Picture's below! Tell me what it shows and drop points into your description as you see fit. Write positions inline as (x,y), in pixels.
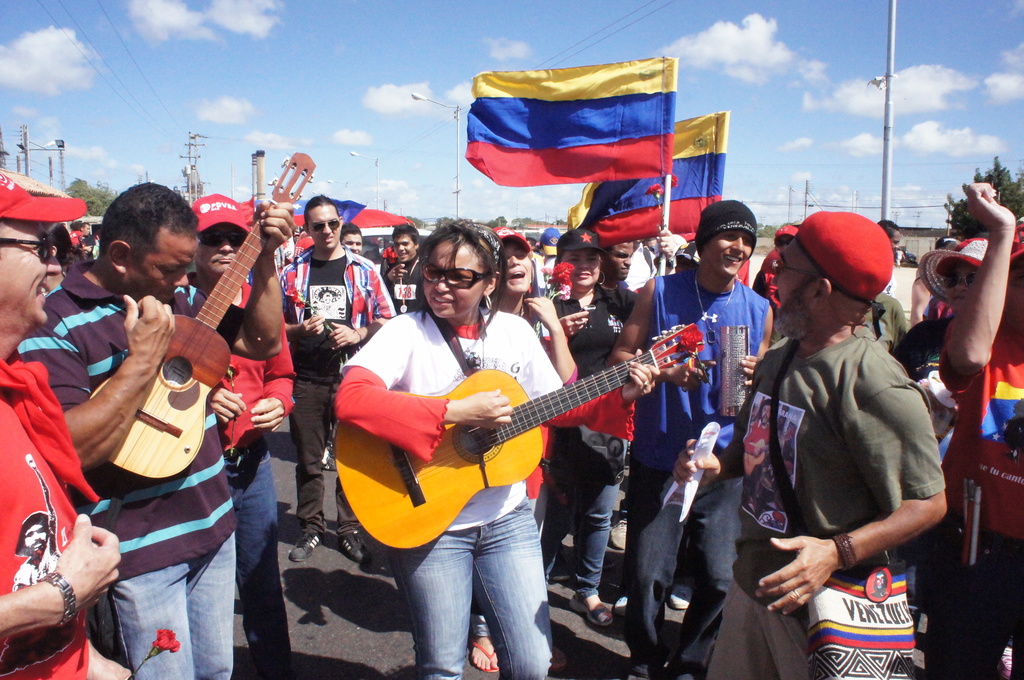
Sky (289,118) is cloudy. Front this woman (491,358) is playing guitar (506,460), beside this woman (506,398) another man (199,575) is also playing a guitar (161,369). This man (851,315) wore red cap (846,290) and bag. Far this two persons (667,235) are holding flags (659,178). We can able to see trees (966,210) and poles (889,45). Most of the persons (382,306) are standing and we can able to see a tent (376,215) in red color.
